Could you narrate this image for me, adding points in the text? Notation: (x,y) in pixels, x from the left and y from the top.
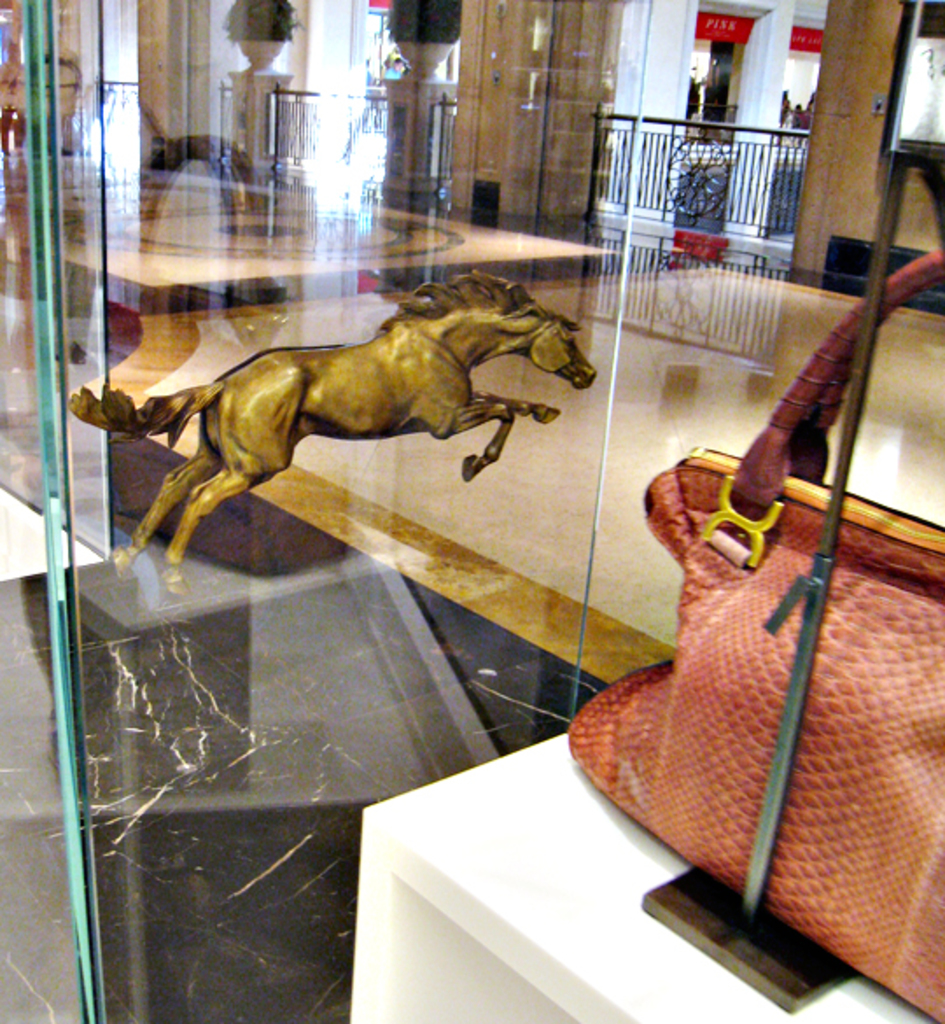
In the center of the image (477,464) we can see a sculpture (524,413) placed on the ground (154,611). To the right side of the image (780,698) we can see a bag (703,676) and pole (802,704) placed on the table (638,985). In the background (759,214), we can see railings (683,183), pillars (203,58), plants (402,31), some persons (801,110) are standing on the floor (527,390) and signboards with some text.
